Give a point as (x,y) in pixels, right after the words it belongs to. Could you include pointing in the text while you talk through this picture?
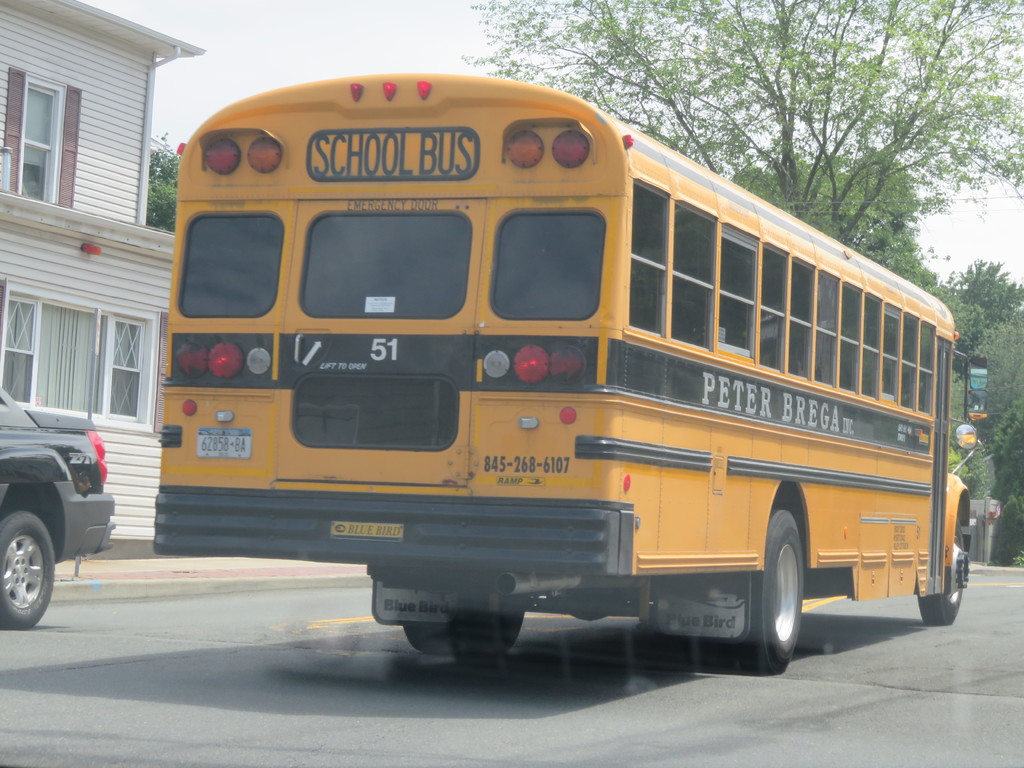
In this image I can see a bus (290,315) which is in yellow color on the road (998,745), I can a car (42,445) in black color. Background (114,208) I can see a building (123,130) in white color, trees (748,137) in green color and the sky (293,51) is in white color.
